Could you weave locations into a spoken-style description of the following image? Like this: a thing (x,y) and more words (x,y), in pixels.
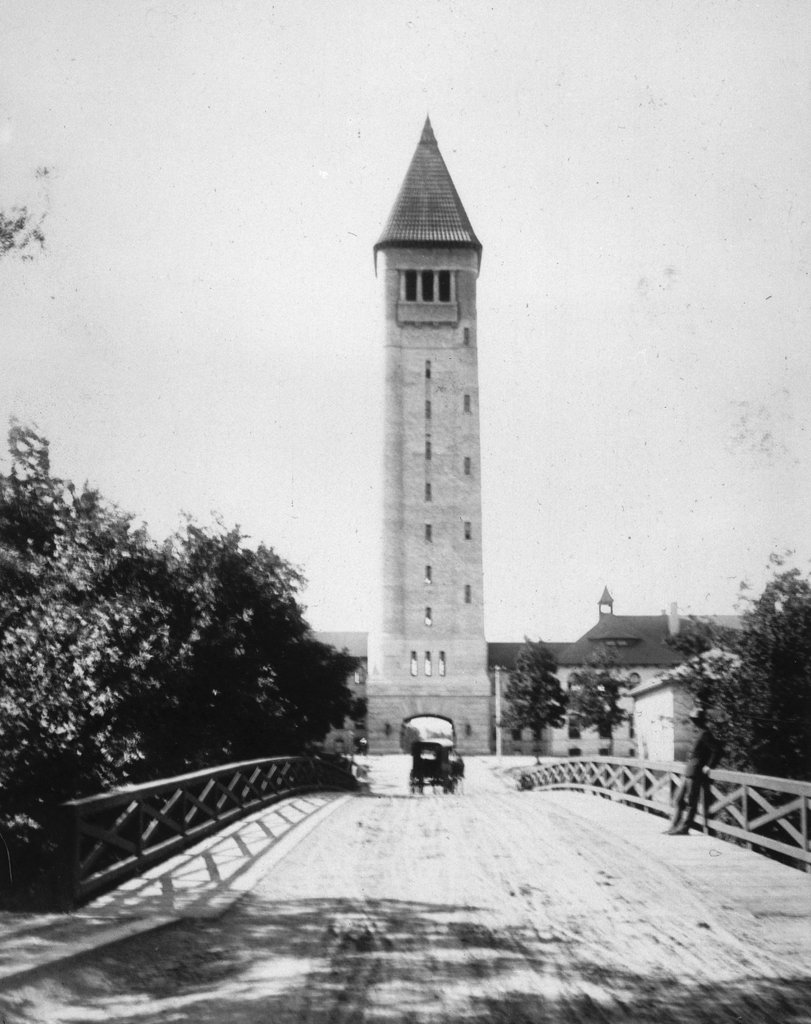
In this picture, we see a vehicle (414,784) in the middle of the road (380,818). The man (705,742) in black blazer (706,732) is standing on the bridge (165,857) and on either side of the bridge (742,913), there are trees (741,716). In the background (464,618), we see tower (466,653) and buildings (661,699). At the top of the picture (282,212), we see the sky (341,375) and this is a black and white image.
